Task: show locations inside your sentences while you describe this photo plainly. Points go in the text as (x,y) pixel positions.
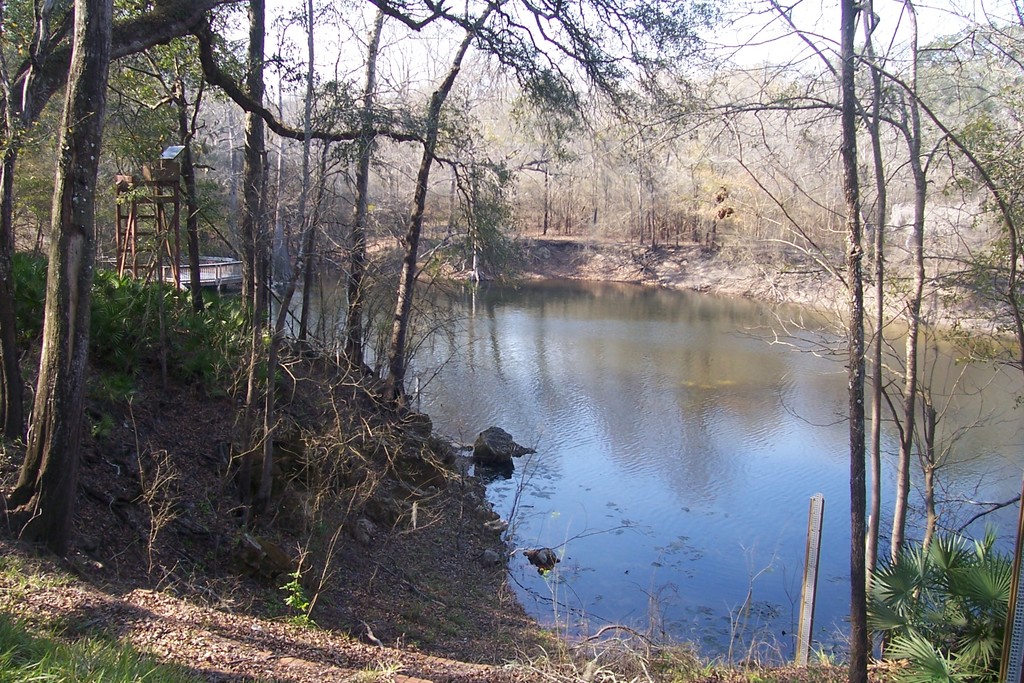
This image consists of trees (777,248), water (699,344), grass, metal rods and the sky (735,37). This image is taken may be during a day.
